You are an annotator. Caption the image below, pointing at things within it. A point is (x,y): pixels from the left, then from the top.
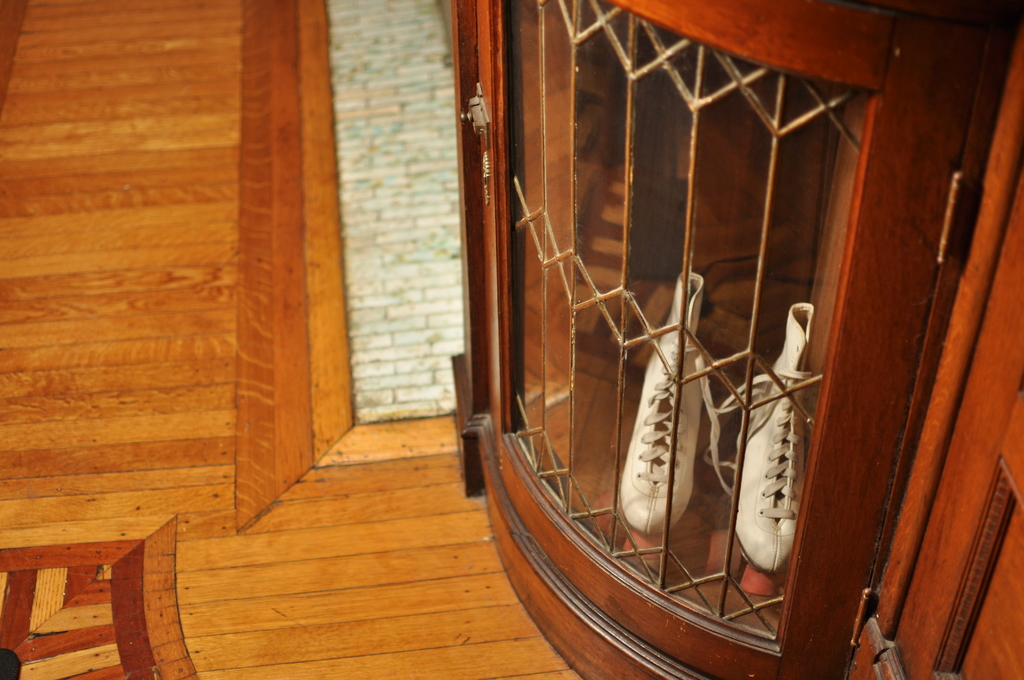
In the image I can see a pair of white shoe (779,422) which are in the cupboard (586,277).
